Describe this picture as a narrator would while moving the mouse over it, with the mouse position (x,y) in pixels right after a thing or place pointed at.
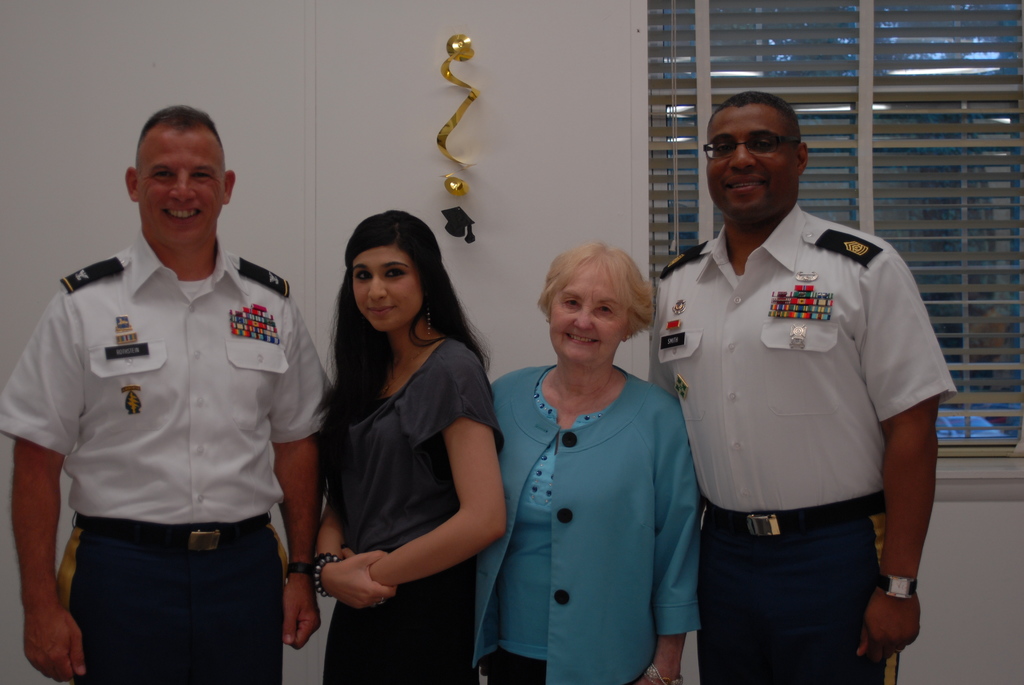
In this image we can see people (750,557) standing on the floor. In the background (882,129) there are decorations (471,95) and blinds (885,185).
